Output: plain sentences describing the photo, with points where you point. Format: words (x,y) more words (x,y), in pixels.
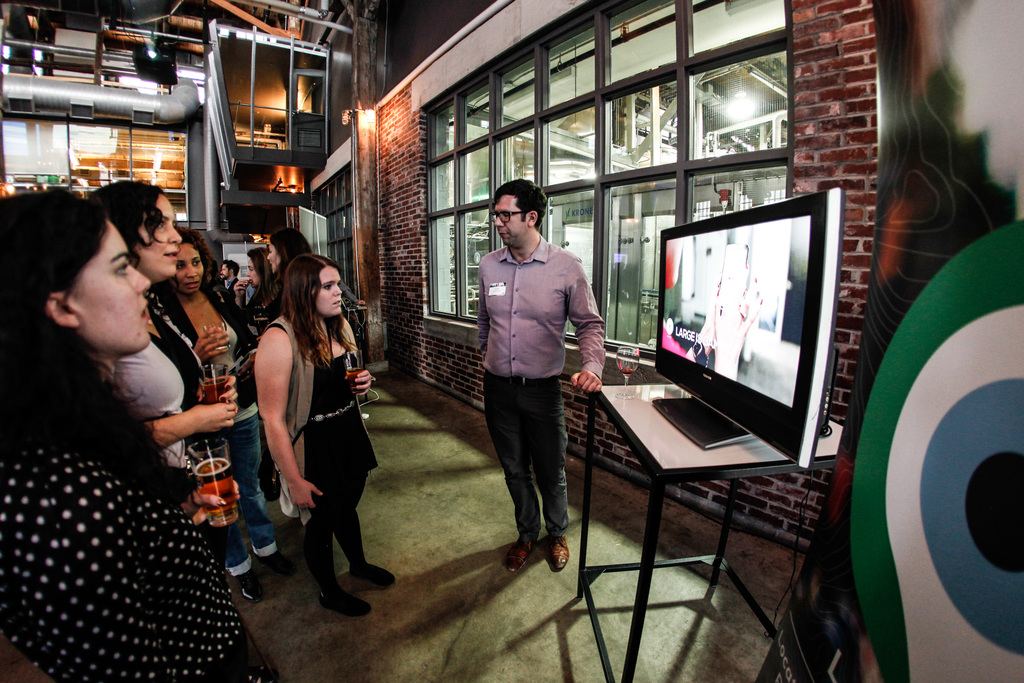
In this picture I can observe some women (194,342) standing on the floor (376,530) in front of the television (707,336) which is placed on the table (657,478). In the middle of the picture (520,441) I can observe a man (519,336) standing on the floor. In the background (491,205) I can observe windows (450,161) and wall (393,205).
